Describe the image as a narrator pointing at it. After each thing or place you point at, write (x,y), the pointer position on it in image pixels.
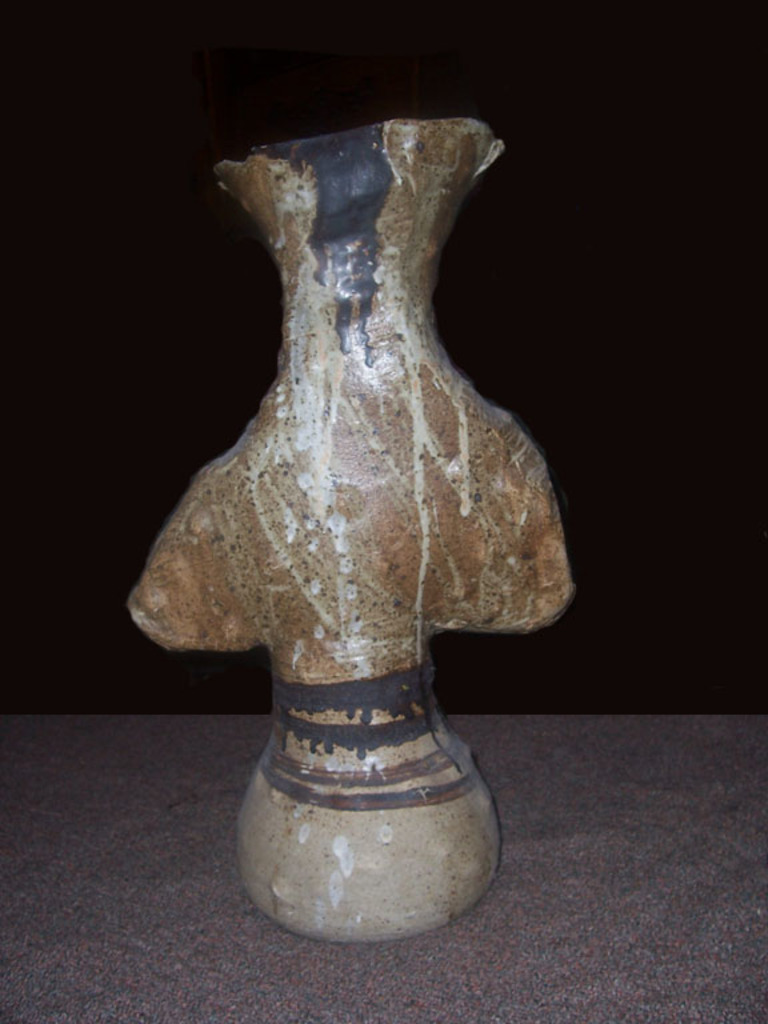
In this image I can see an object (340,185) on the gray and brown color surface (208,805) and the object (329,854) is in brown and cream color and I can see dark background (55,243).
